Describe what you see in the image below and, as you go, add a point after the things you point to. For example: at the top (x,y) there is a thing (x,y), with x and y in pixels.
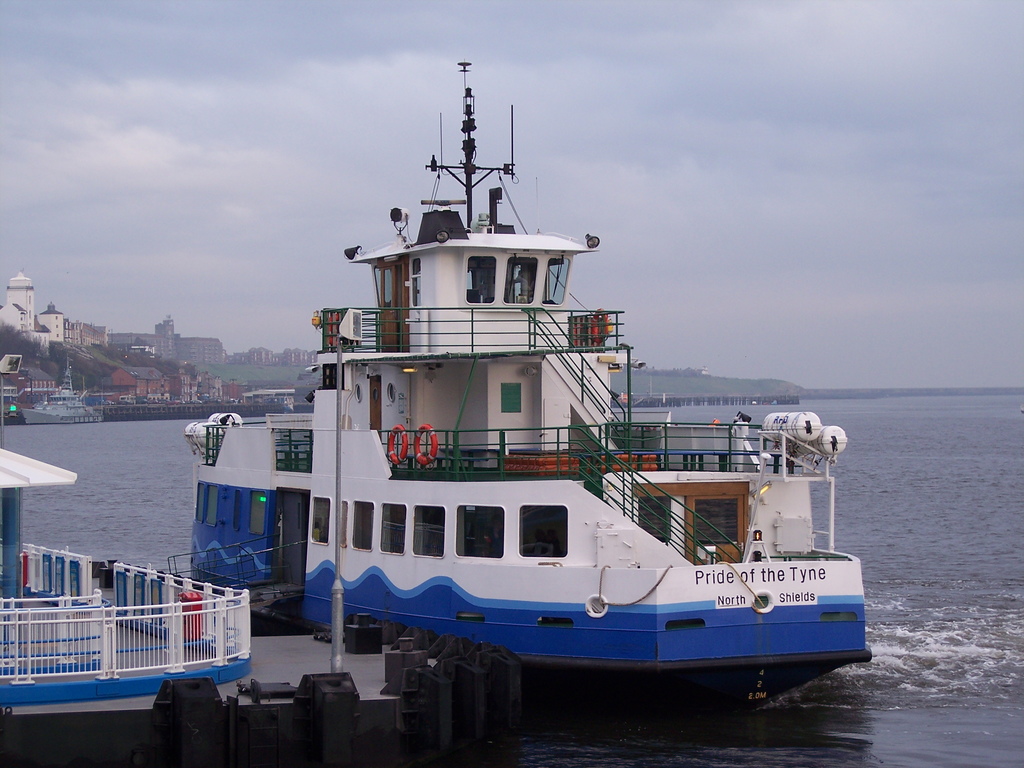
To the left side of the image (68,627) there is a path (160,652) with white color railings (30,572). In front of that there is a big ship (500,497) with white and blue color. And on the ship (398,459) there are swimming tubes (419,444), railing (471,349), steps (597,459), poles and few other items (778,449) on it. And the ship (726,583) is on the water (153,443). To the right side (945,570) there is a water (898,476). To the left side (26,323) background (12,319) there are many buildings (113,398) and also there are ships (68,409). To the top of the image (439,111) there is a sky (283,244).
